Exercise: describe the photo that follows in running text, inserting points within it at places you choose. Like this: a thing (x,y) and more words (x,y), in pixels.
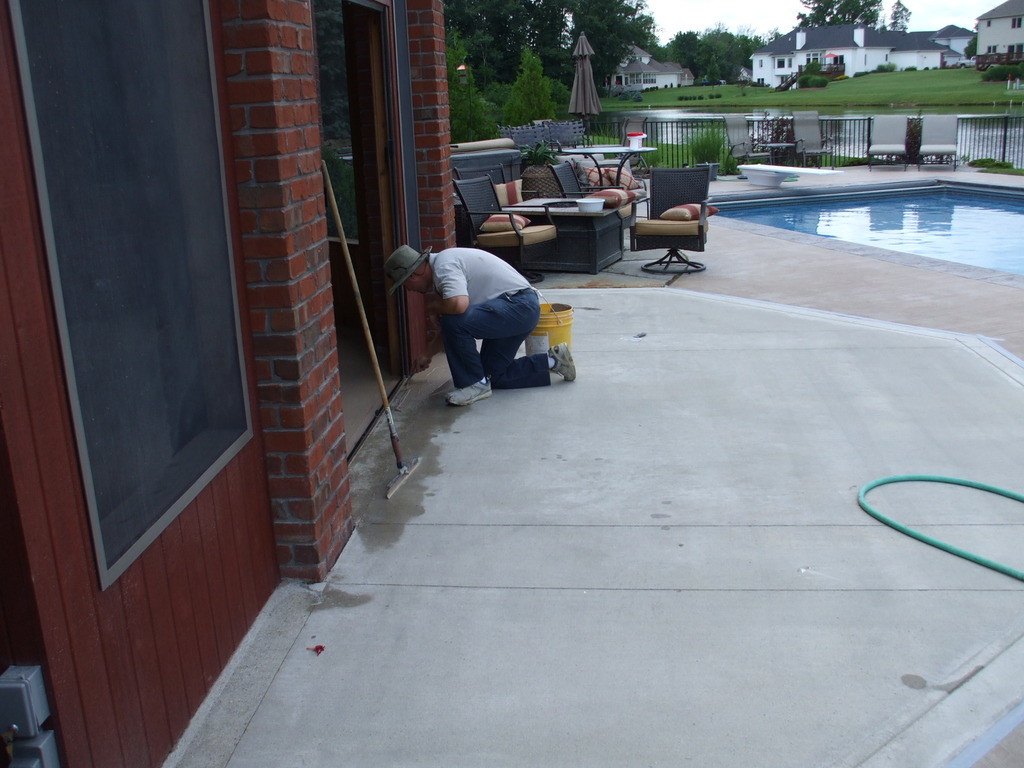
A man (462,363) is cleaning the entrance door (398,373).
